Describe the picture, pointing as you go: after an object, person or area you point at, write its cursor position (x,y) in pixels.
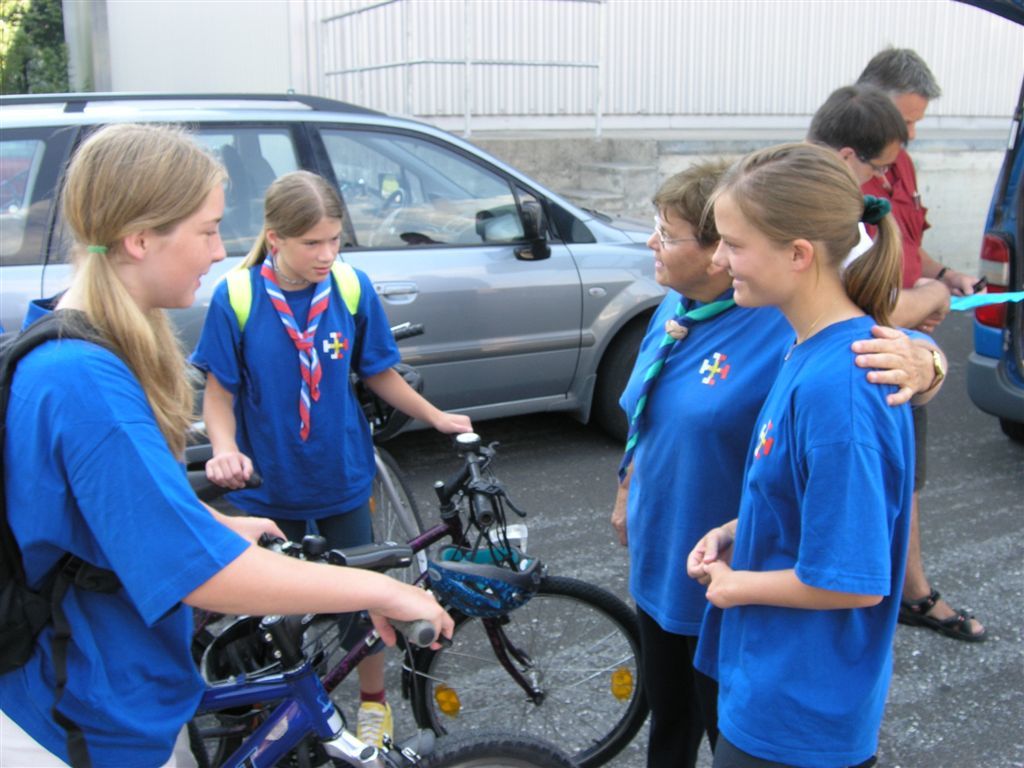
On the background (400,51) we can see a wall (134,53), tree (46,37). Here we can see few persons (691,420) standing on the road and talking. We can see a car (401,158) here. Beside to these persons (46,564) we can see two men (908,182) standing and talking, holding a paper (983,301) in his hand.
